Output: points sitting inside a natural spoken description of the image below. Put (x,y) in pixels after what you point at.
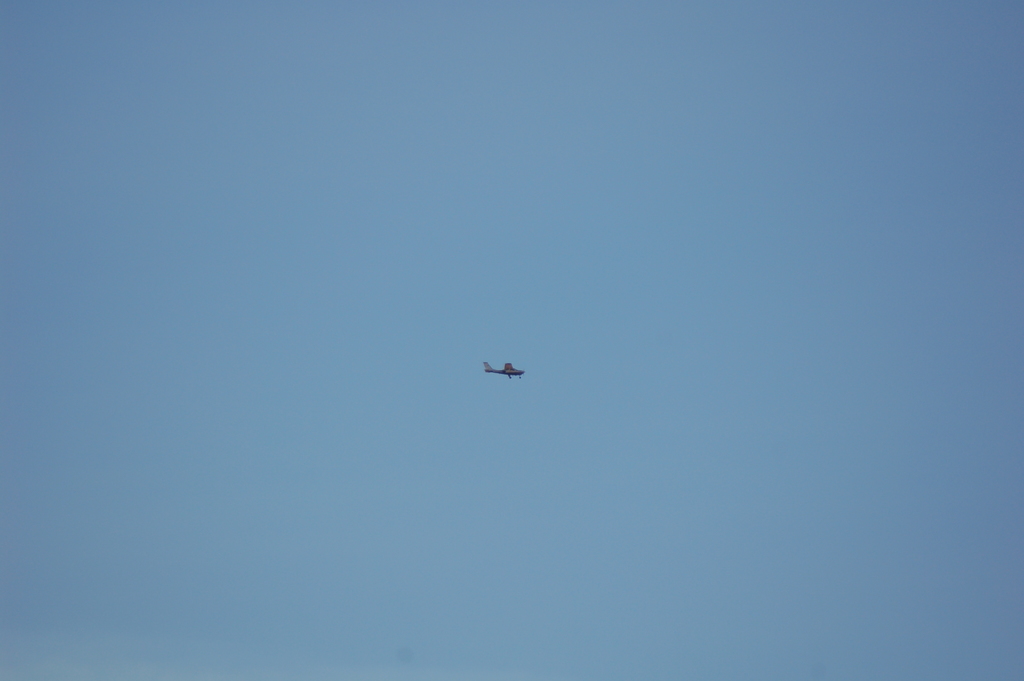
In this image we can see an airplane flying in the sky (578,268), there is sky (578,268) at the top (385,158).
